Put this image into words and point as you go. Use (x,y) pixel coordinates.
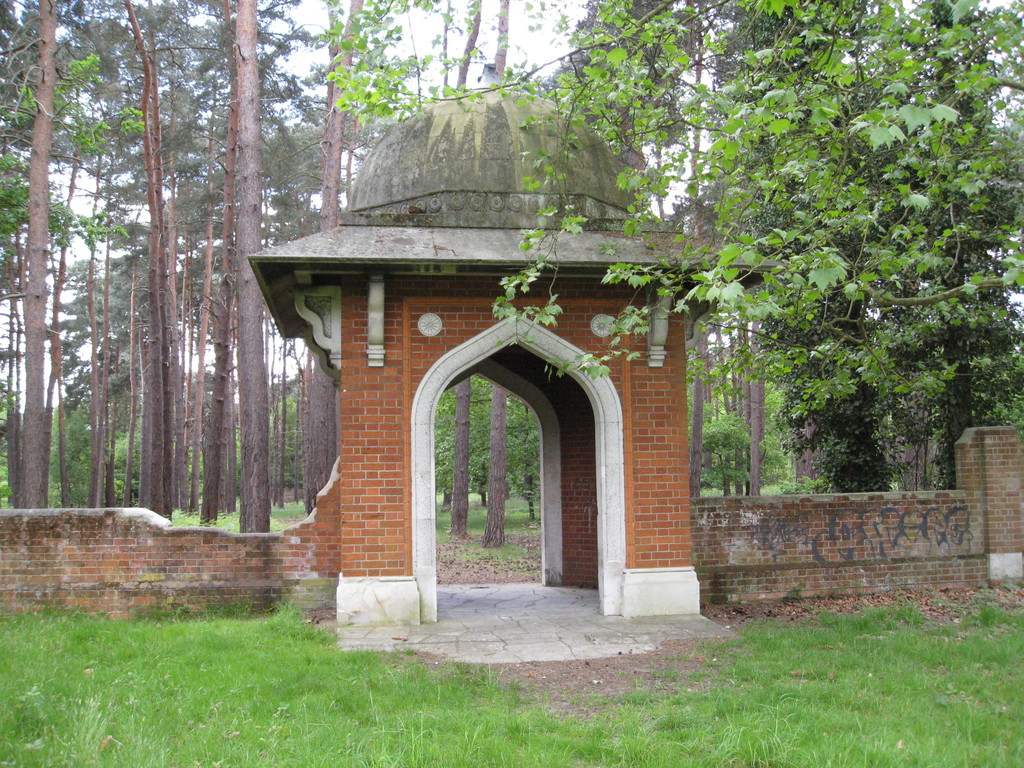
In the middle of the picture (587,375), we see an arch (386,563). Beside that, we see a wall (245,576) which is made up of bricks (223,575). At the bottom (645,703), we see the grass (884,695). There are trees (841,323) in the background (215,321).
